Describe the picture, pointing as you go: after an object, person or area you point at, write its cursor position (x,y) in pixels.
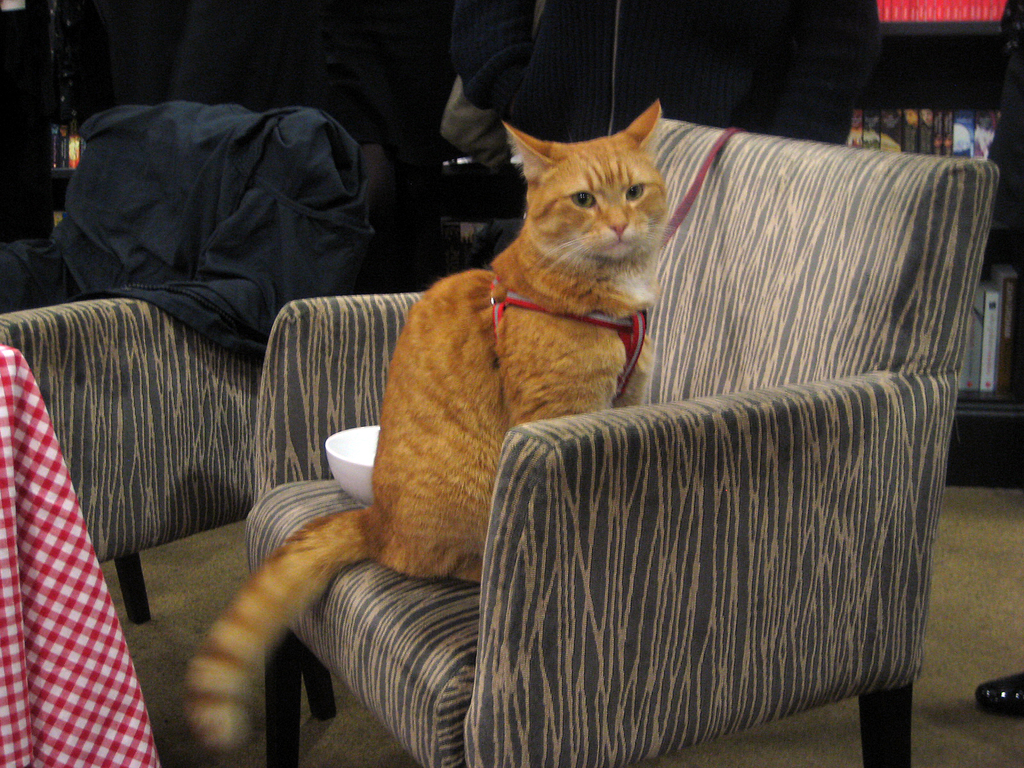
In this image, In the middle (468,339) there is a sofa (662,275) on that there is a cat (388,462) which is in yellow color and there is a bowl (364,474) in white color, In the left side (45,643) there is a red color cloth (33,606), In the background (830,129) there are some persons (428,99) standing.
